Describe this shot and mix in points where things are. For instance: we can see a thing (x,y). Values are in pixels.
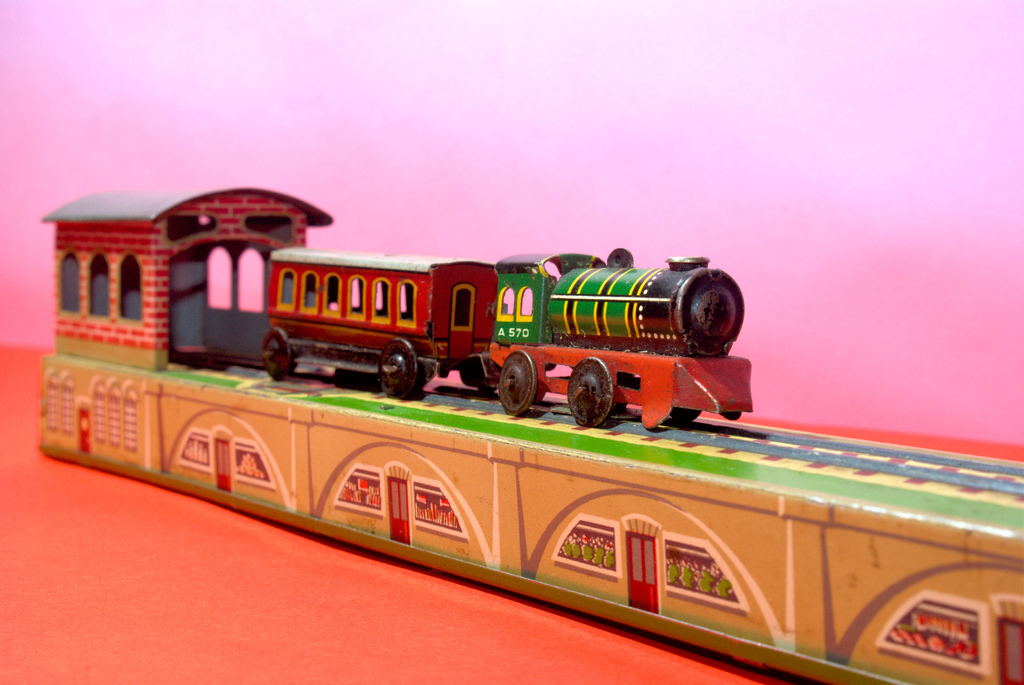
In the image we can see a toy (431,400). This is a train (465,317), on the train track (869,470). This is a wall (700,172) and a floor (143,587).
